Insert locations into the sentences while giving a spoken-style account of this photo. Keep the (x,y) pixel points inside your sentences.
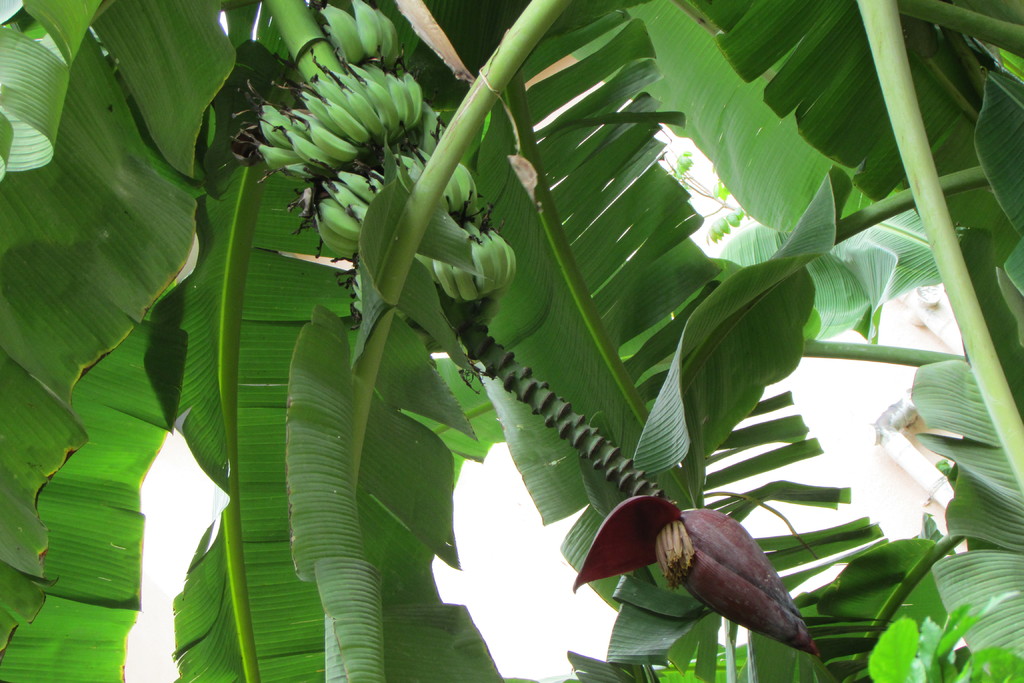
In this image I can see tree (301,321) of banana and I can see bunch banana (334,27) visible on the tree (445,152) and I can see leaves (454,460) and the sky (467,534) visible.
